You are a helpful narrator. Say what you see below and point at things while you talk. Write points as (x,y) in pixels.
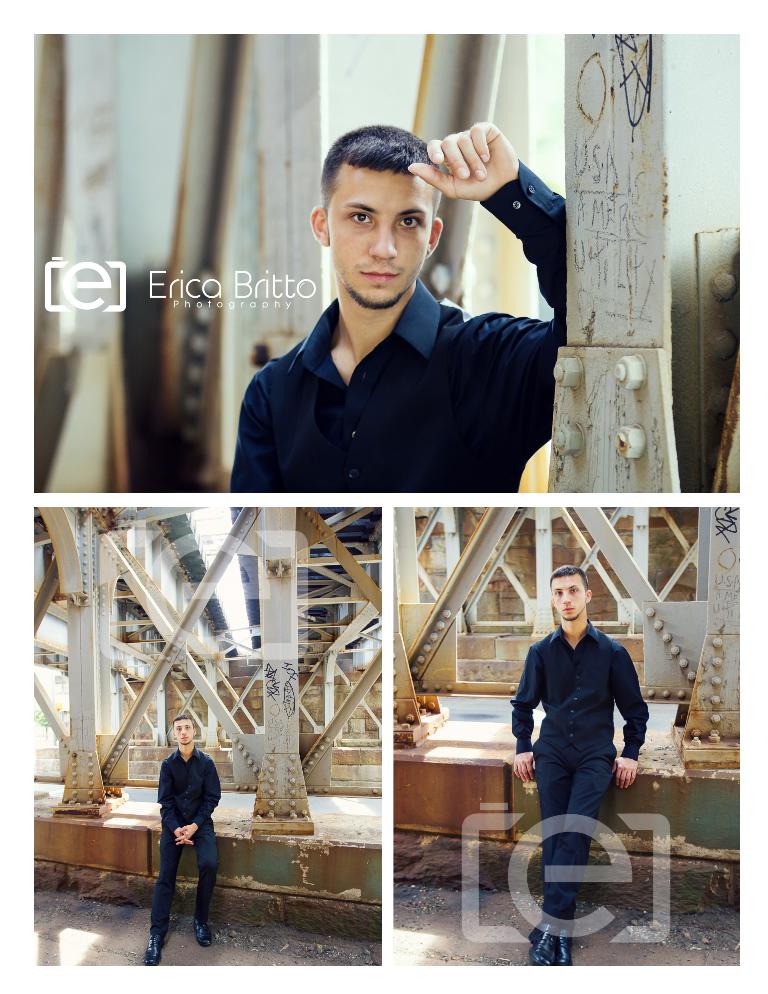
In this image I can see a person (612,684) wearing black dress (629,673) and few poles (277,685). I can see a collage image.
